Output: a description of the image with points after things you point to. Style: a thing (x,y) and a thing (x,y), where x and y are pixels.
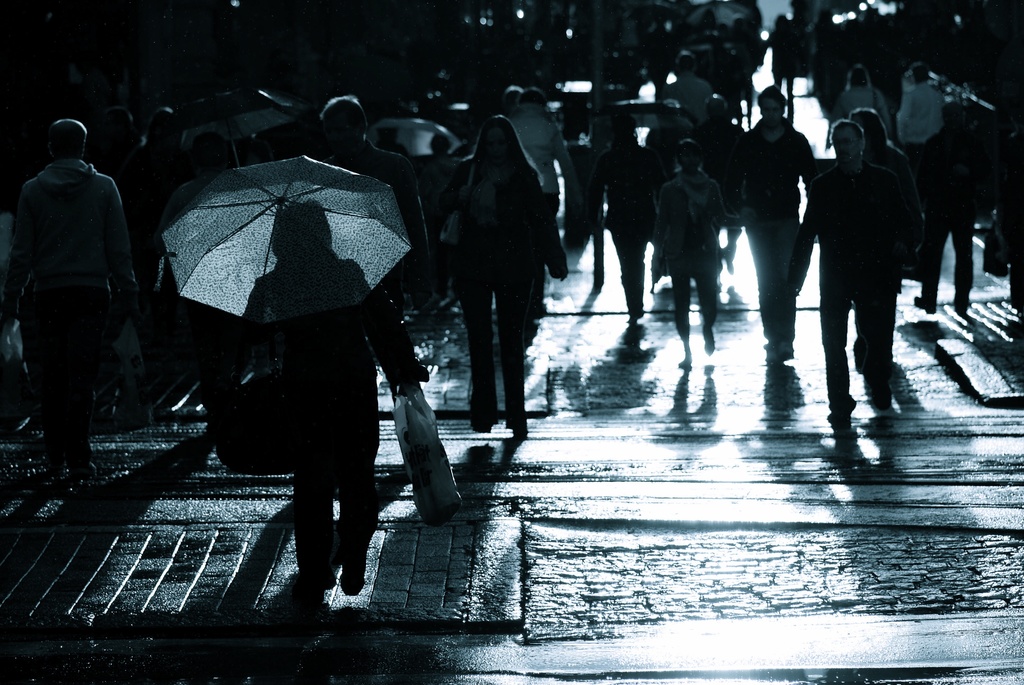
In this picture there is a man (356,500) who is holding an umbrella (347,296) and plastic bag (412,390). He is walking on the street (375,645). In front of him i can see many peoples (812,185) were walking on the road (607,451). In the background (988,12) we can see the building (570,15).
